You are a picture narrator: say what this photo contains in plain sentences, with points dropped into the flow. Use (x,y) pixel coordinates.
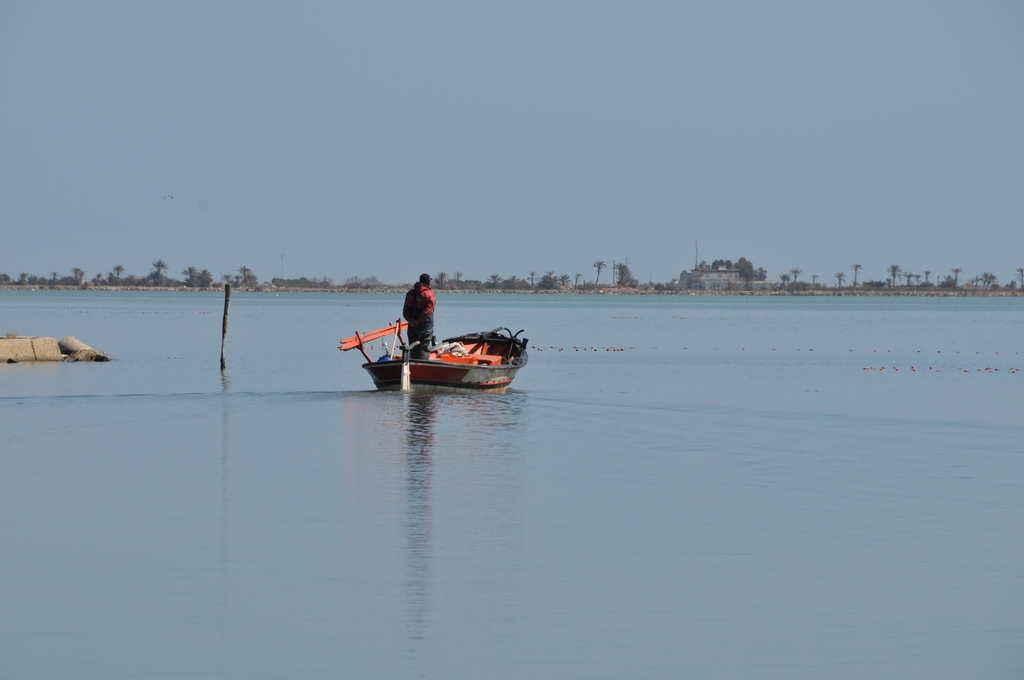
In this image we can see a person (408,338) standing on the boat (457,360), water (431,409), trees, buildings (737,280) and sky (253,197).
